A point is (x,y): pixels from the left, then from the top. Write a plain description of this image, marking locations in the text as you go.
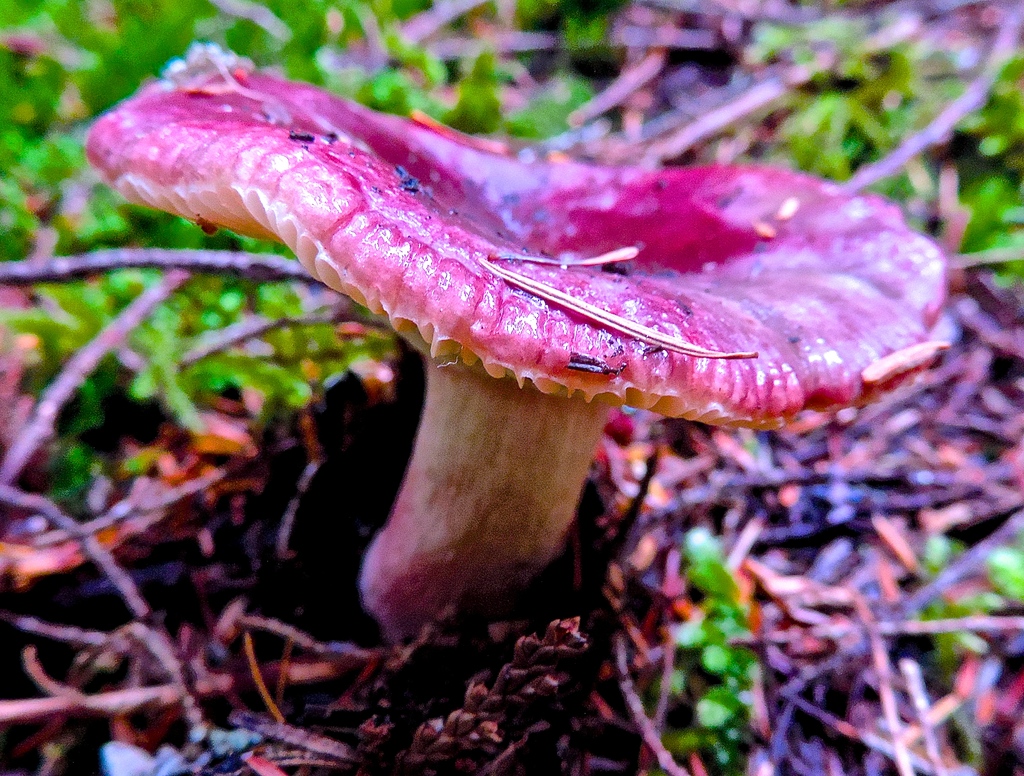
In this picture we can see a mushroom (394,582), grass (539,138) and sticks (160,649) on the ground (869,34).
